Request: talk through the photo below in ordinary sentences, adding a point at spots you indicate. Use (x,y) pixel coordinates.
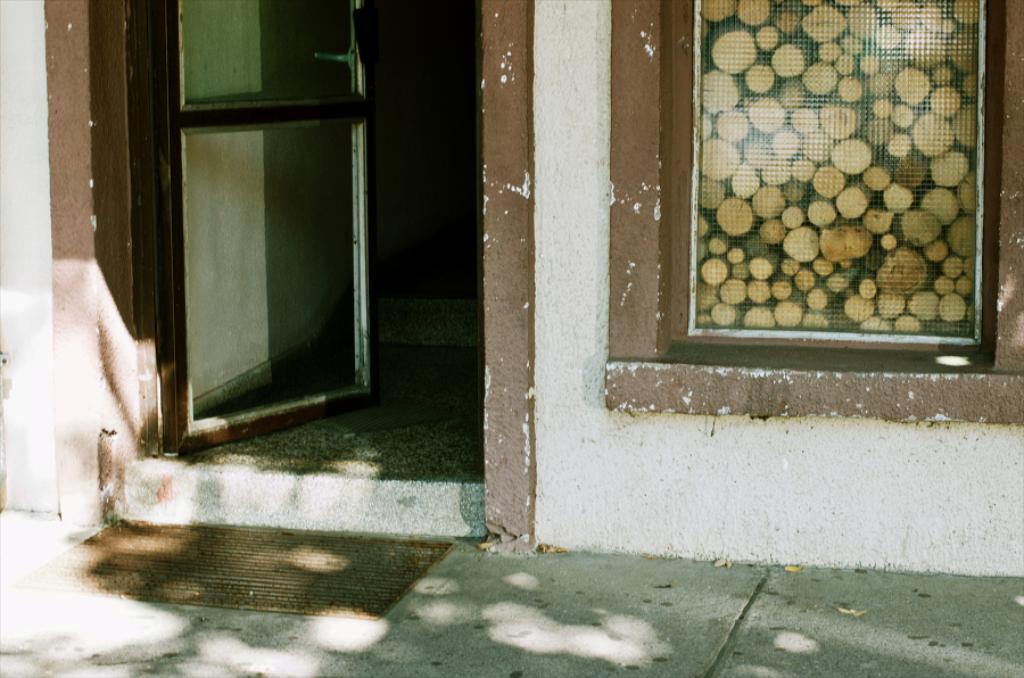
In this picture I can see a glass door (227,244) and a glass window (821,202) on the right side (846,177) and I can see a doormat (158,565) on the floor (427,670).
